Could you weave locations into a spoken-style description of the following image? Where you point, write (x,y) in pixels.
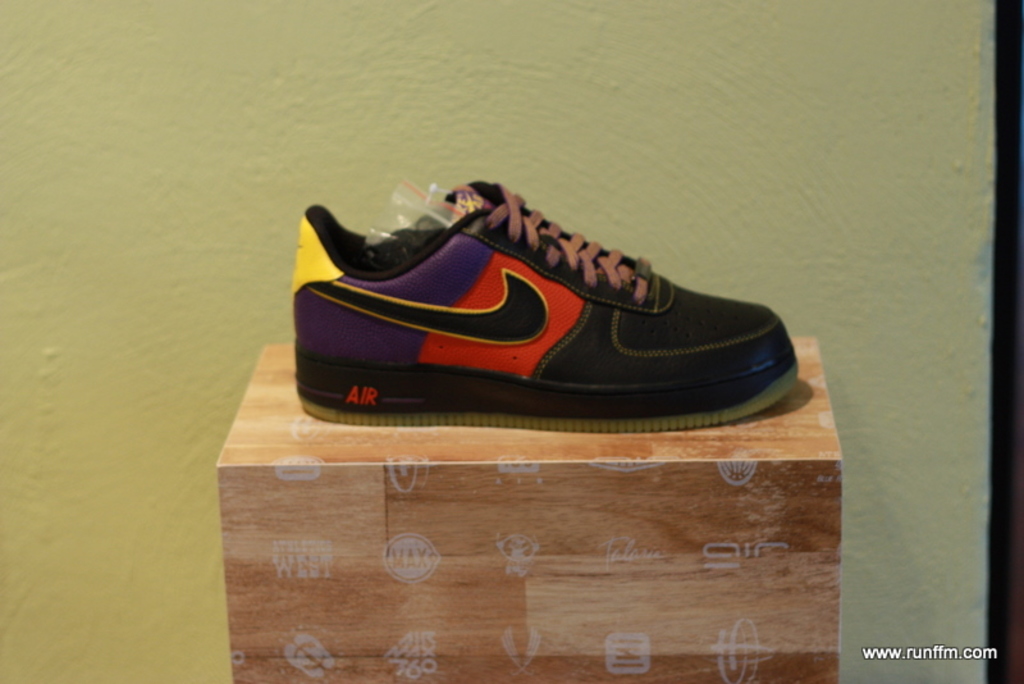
In this image, we can see a shoe (761,322) on the box (601,474) which is in front of the wall (99,530).
